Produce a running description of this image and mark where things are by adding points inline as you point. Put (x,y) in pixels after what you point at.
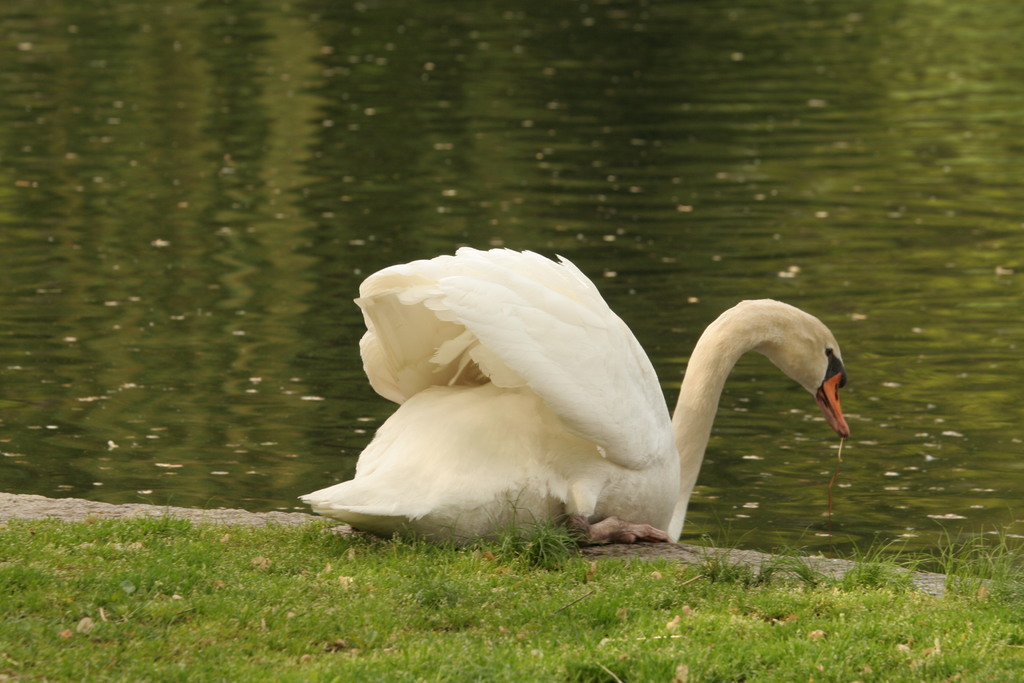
In this image, we can see a swan (566,472). At the bottom (961,642), there is a grass (336,648). Background (162,392) we can see water (819,410).
